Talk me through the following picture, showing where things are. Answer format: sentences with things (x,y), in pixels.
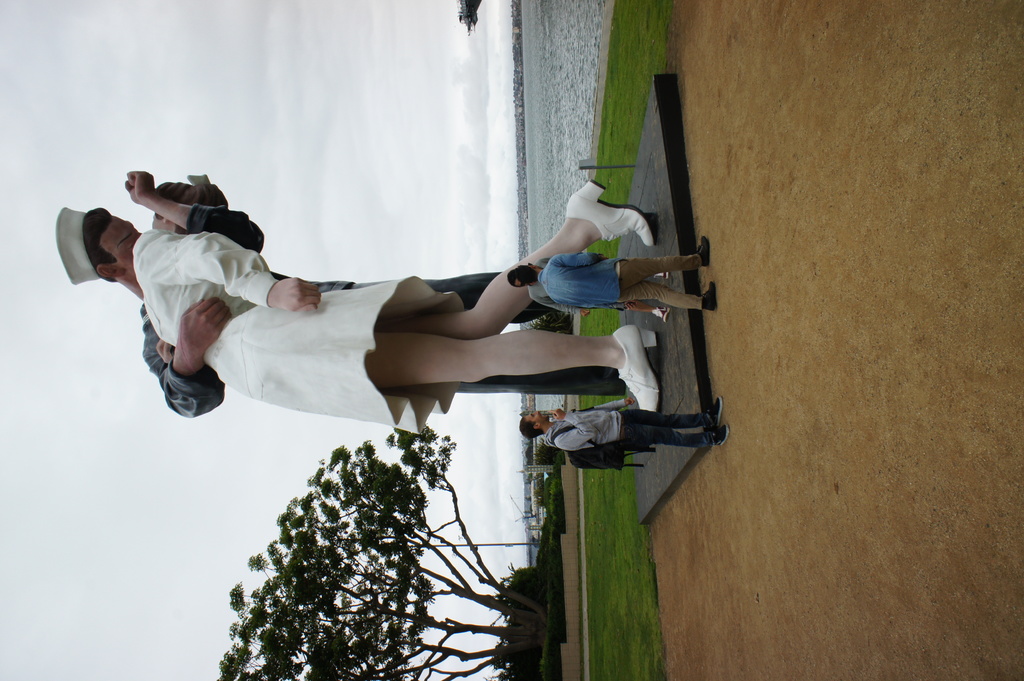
In this image we can see a statue (390,389) and there are people (540,294). At the bottom (479,653) there is a tree (323,659). In the background (562,52) we can see water (559,140) and sky (370,126).
